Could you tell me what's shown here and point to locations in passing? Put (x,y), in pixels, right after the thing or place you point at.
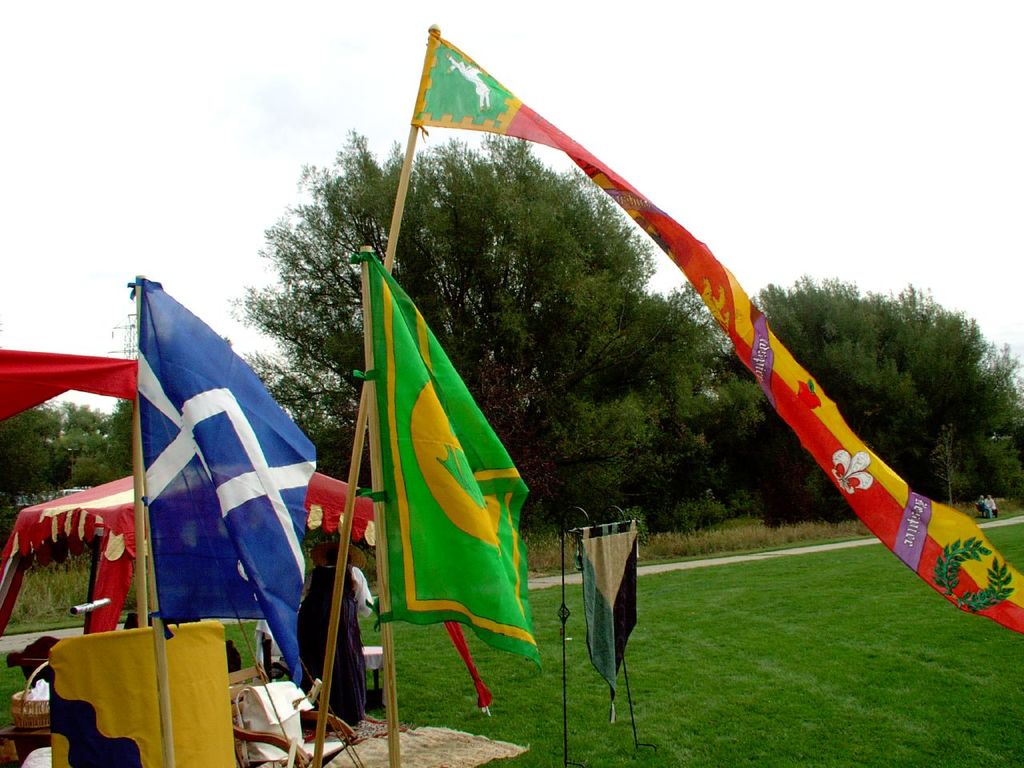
This picture is taken from outside of the city. In this image, on the right side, we can see two people (997,510). On the left side (140,685), we can see few flags (207,711), table (3,732), chairs (233,686). In the left corner (5,732), we can also see a table (32,747), on the table (16,740), we can see a basket (26,704) with some object (44,685) in it. In the background (946,431), we can see some trees (269,373) and plants (547,495). At the top (671,117), we can see a sky (702,117), at the bottom (764,521), we can see some plants (702,537) and a grass (802,619).
